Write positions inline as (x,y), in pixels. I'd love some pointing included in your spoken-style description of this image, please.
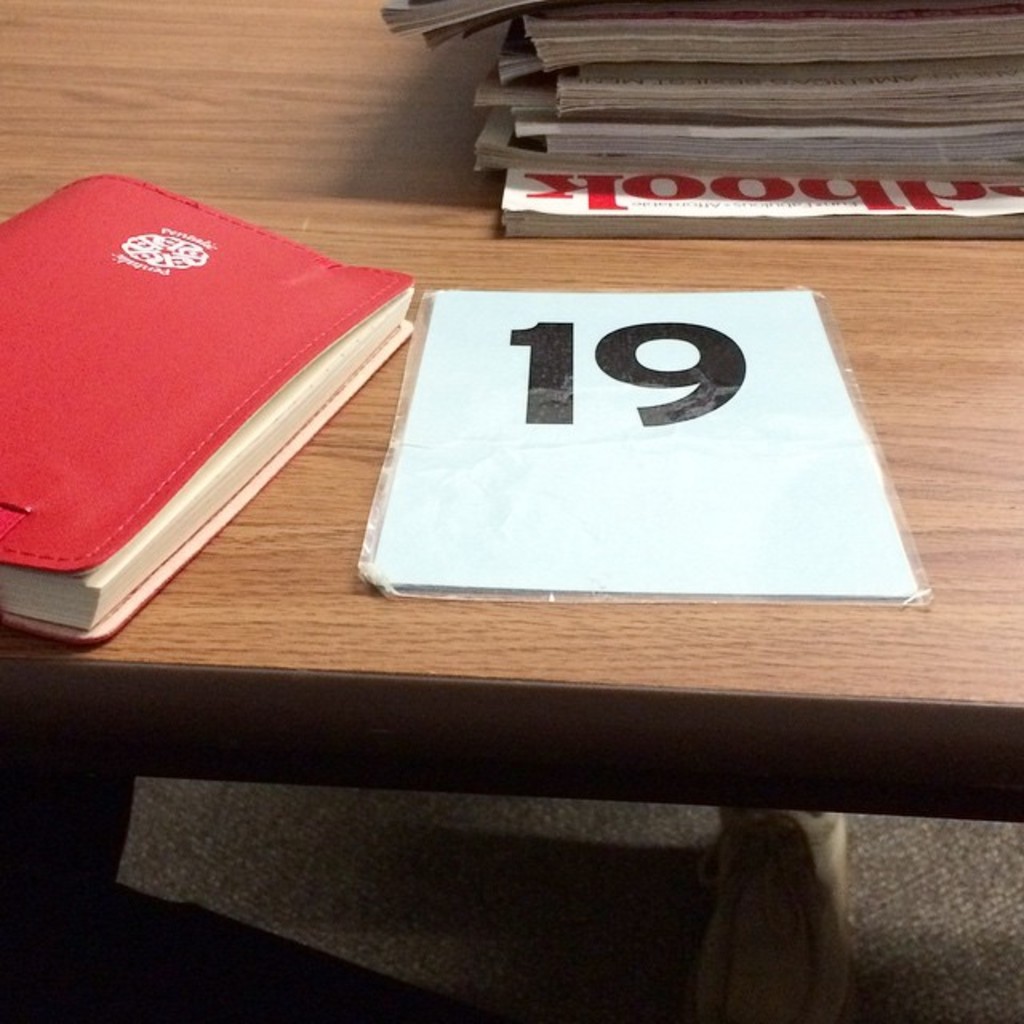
In this picture I can see few books (515,194) on a table (683,674).
